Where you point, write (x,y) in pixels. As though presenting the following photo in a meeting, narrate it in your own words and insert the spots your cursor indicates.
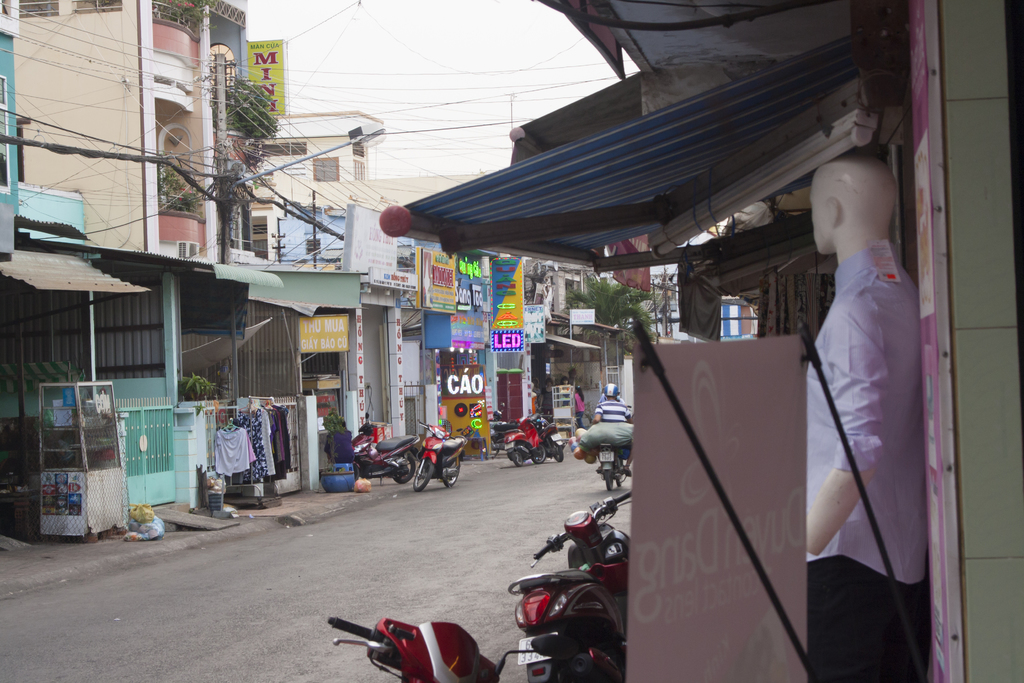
In this image we can see a street (549,474), on its left side there are buildings (410,413), vehicles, current poles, trees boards (468,424) and stores (352,381) and on its right side there are sheds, bikes (613,620) and a mannequin (829,635).
